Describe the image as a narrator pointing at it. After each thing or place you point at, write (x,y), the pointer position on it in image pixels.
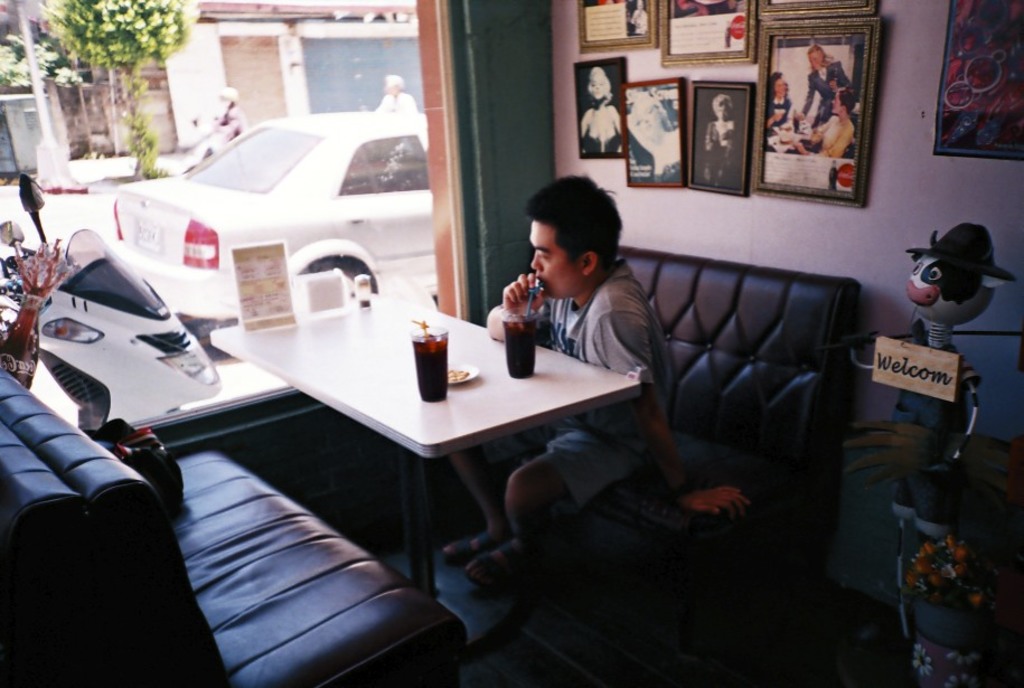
In the middle of the image (396,322) there is table (408,356), On the table (409,350) there is a glass (436,365). Bottom left side of the image (27,487) there is couch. Top right side of the image (794,153) there are photo frames (642,23) hanging on the wall (939,41). Right side of the image (980,239) there is a doll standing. Left side of the image (35,198) there is a bike (145,400). Top left side of the image (162,16) there is a tree (127,79). In the middle of the image (411,247) a car (221,267) is going on the road (164,165). Behind the car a person (230,123) is riding a vehicle (211,140).
